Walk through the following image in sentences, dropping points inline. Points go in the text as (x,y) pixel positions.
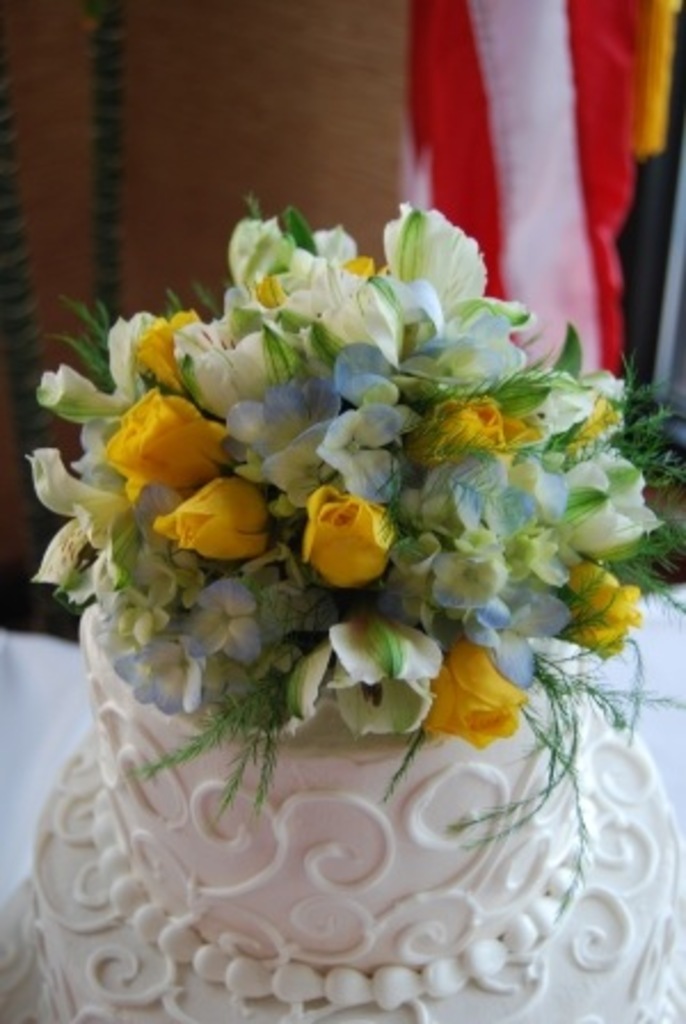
In this picture we can see flowers (397,565) and leaves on a cake (246,895). In the background of the image (96,224) it is blurry.
